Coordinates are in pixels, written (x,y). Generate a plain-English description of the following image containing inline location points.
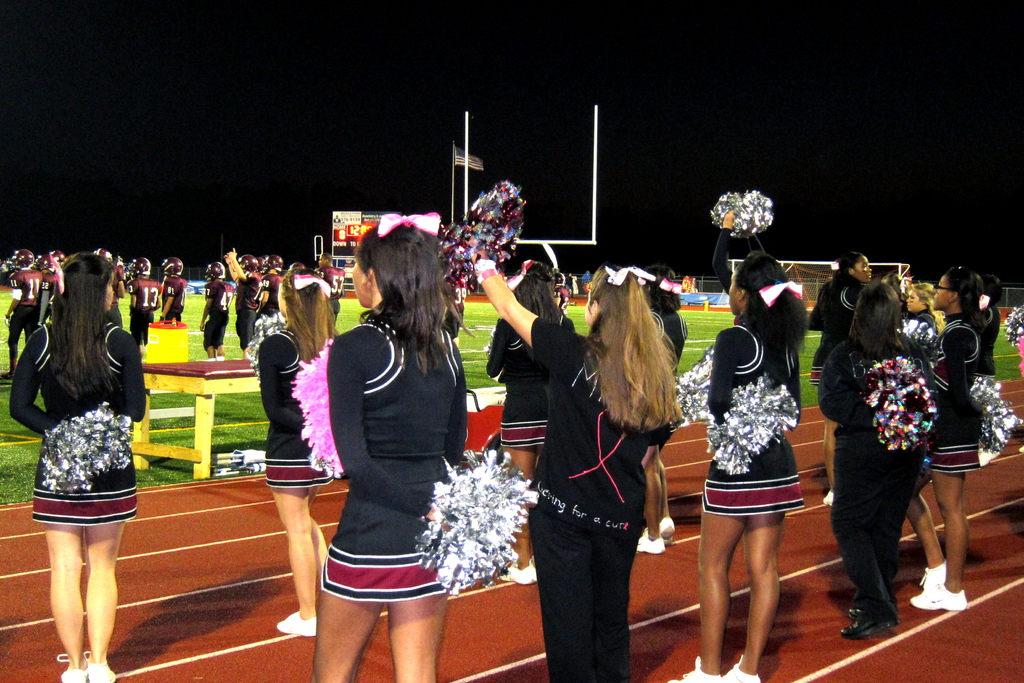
In the image there are many cheer girls (435,467) in black dress (794,428) standing and in the back (136,276) there are players (228,293) standing on the play field (229,344).
